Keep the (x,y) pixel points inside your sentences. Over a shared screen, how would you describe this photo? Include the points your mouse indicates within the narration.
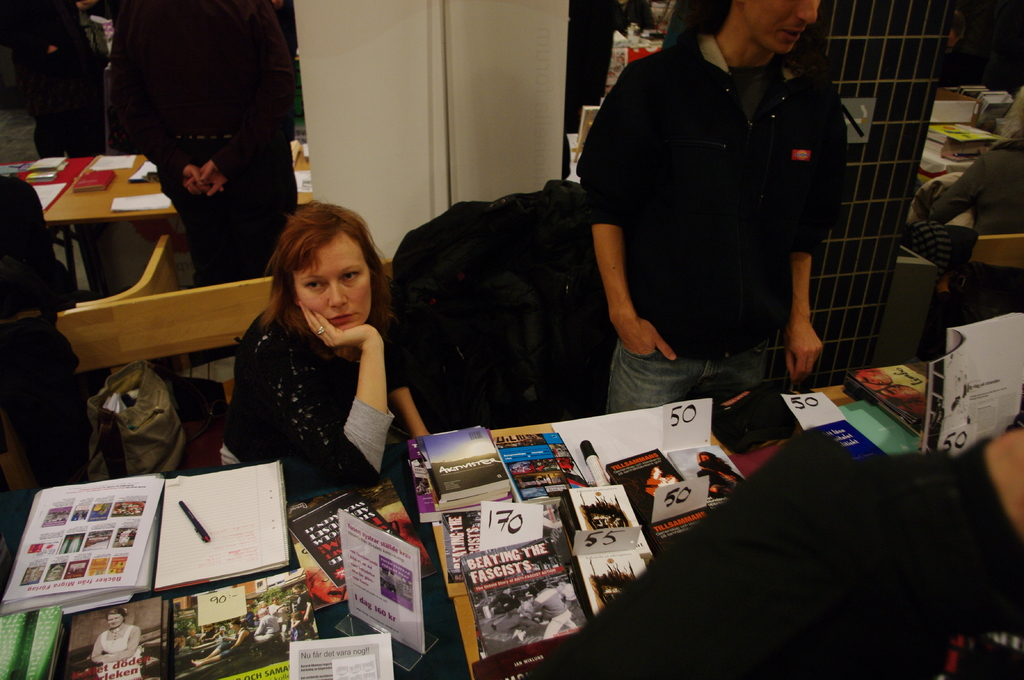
In this image there is a woman (325,345) sitting, there is a table (572,455) towards the bottom of the image (399,568), there are objects (592,526) on the table (825,391), there is a person (913,554) towards the bottom of the image (874,540), there are persons (758,97) towards the top of the image (657,112), there is a person (994,166) sitting on the chair (994,240) towards the right of the image (977,173), there is a pillar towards the top of the image (429,75), there is a wall (882,164), there is an object (869,122) on the wall (863,167), there are persons (15,287) towards the left of the image (21,282).
